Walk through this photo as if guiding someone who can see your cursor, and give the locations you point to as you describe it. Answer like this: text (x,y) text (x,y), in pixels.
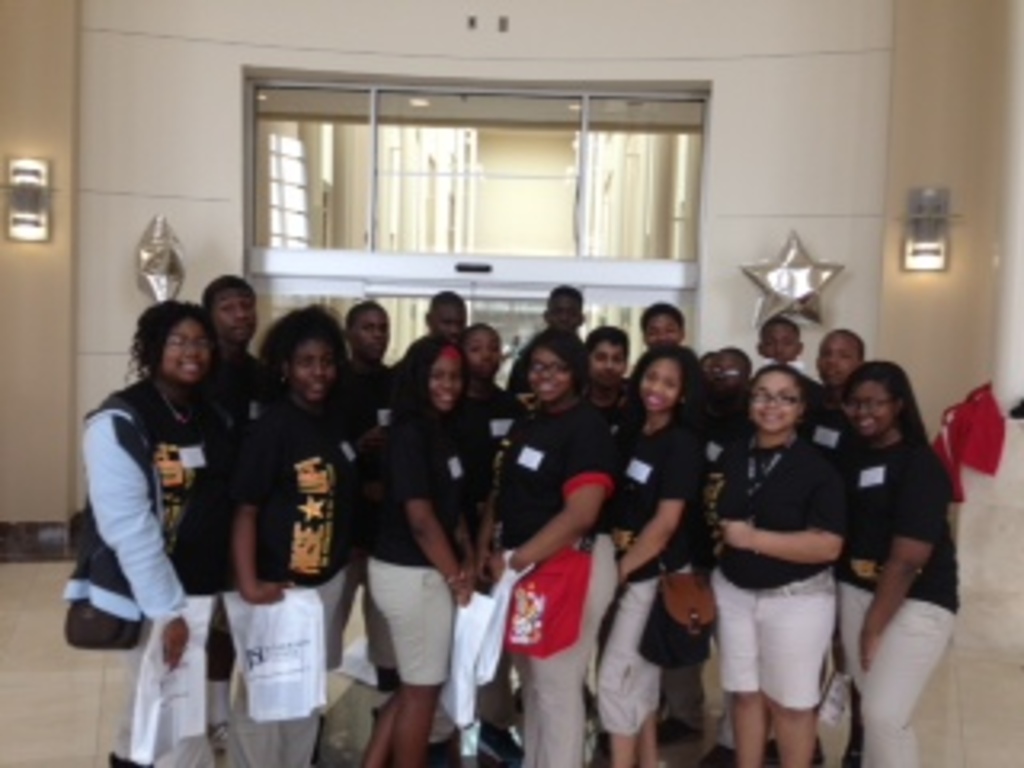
In this image we can see many persons (478,574) standing on the floor (475,752). In the background (177,171) we can see windows (622,177), door (658,296), stars (158,237), lights (24,208) and wall (771,68).
